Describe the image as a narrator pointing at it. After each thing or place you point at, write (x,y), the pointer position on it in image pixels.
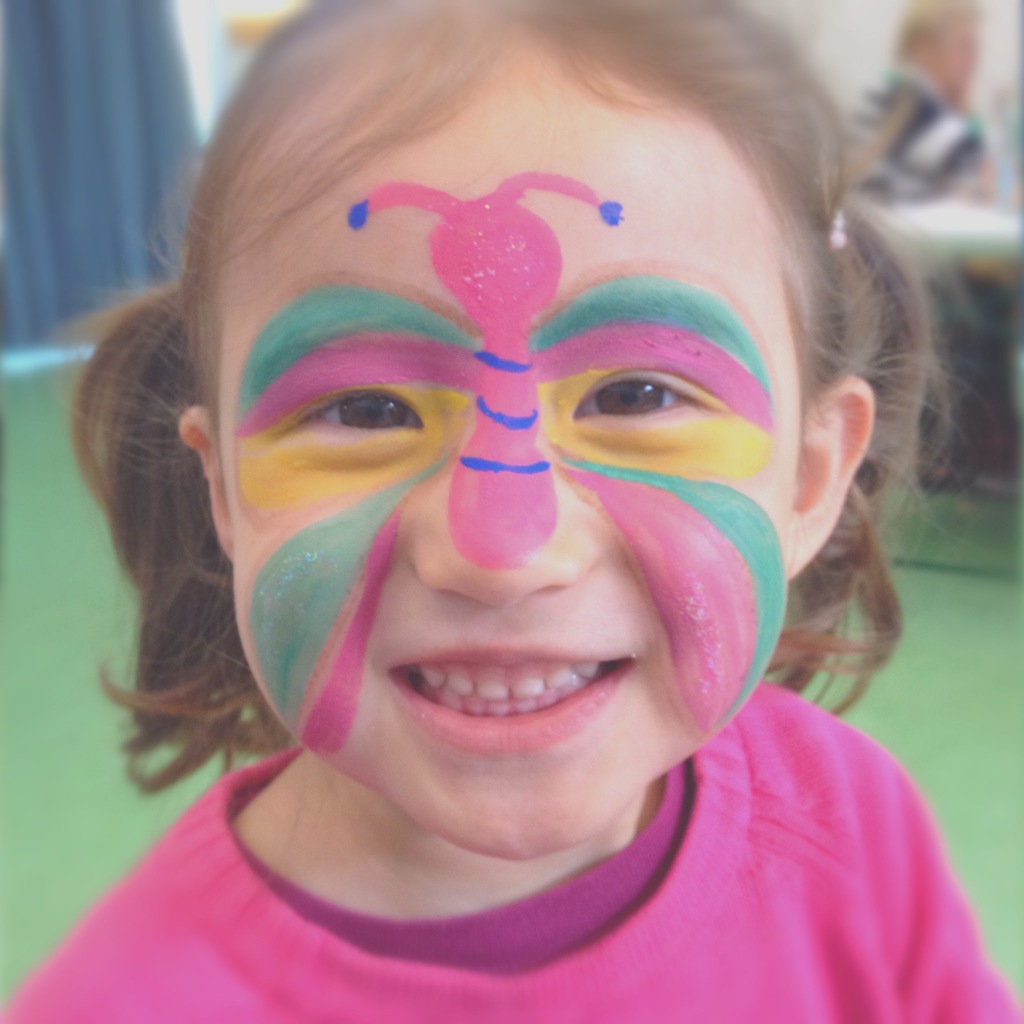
In this image we can see a kid (675,381) with a painted face (556,611).
